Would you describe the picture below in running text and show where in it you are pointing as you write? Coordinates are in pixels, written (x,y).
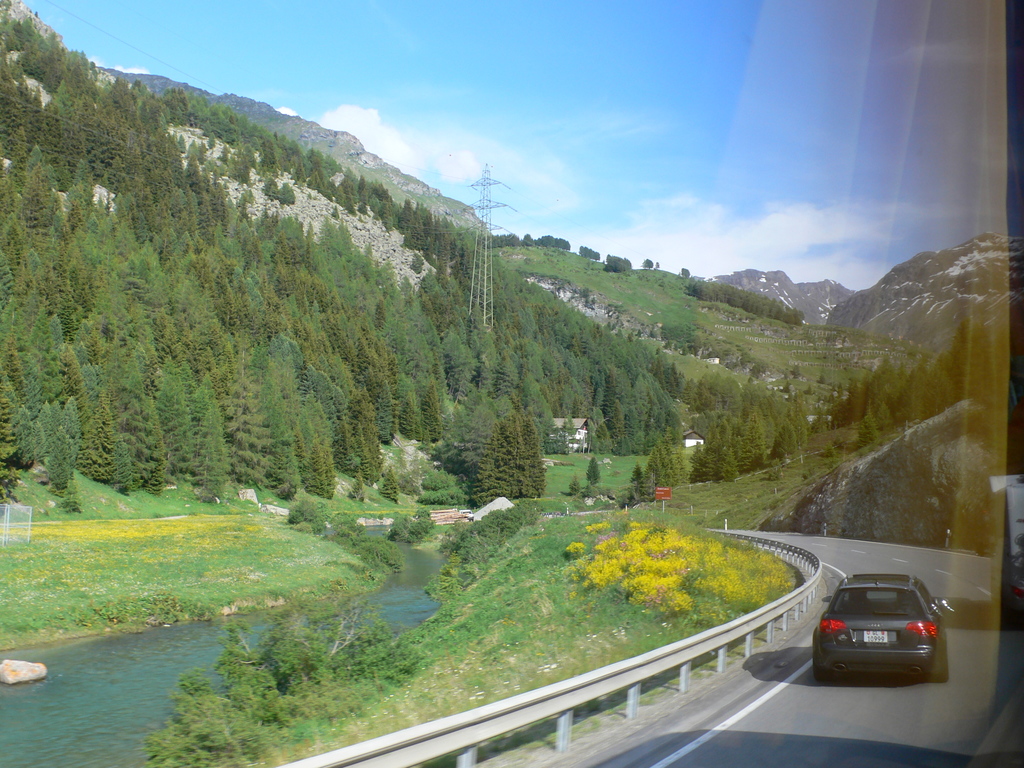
In this picture I can see a vehicle (886,626) on the road (970,664), there is grass (572,589), plants (615,536), water (50,677), there are houses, poles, trees (596,357), electric tower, cables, hills (737,320), and in the background (775,108) there is sky (633,116).
